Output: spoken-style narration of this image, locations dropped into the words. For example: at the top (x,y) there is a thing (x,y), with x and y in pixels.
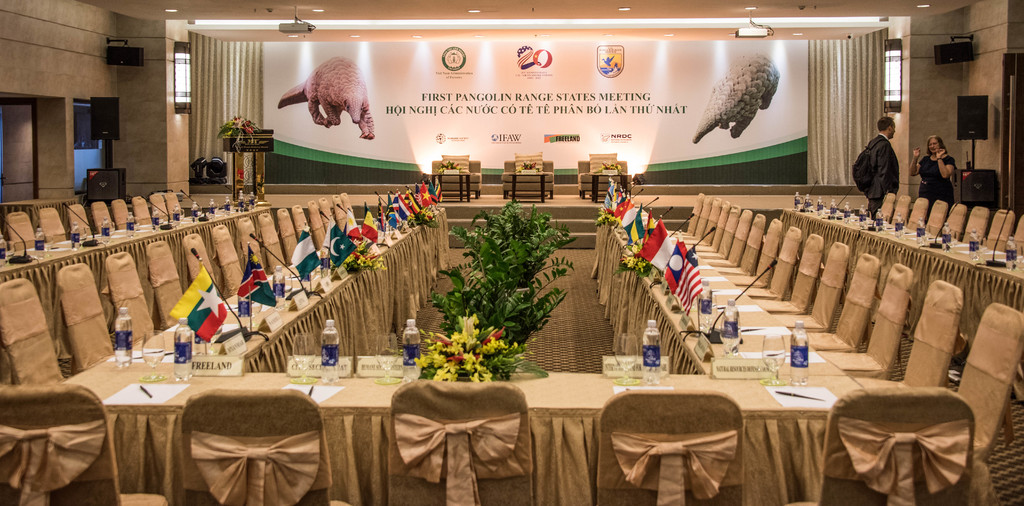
In this image I can see number of chairs (724,494), mics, flags (432,194) and number of bottles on these tables (987,287). I can see few people (878,173) are standing. On this stage (829,195) I can see a poster (522,41).
